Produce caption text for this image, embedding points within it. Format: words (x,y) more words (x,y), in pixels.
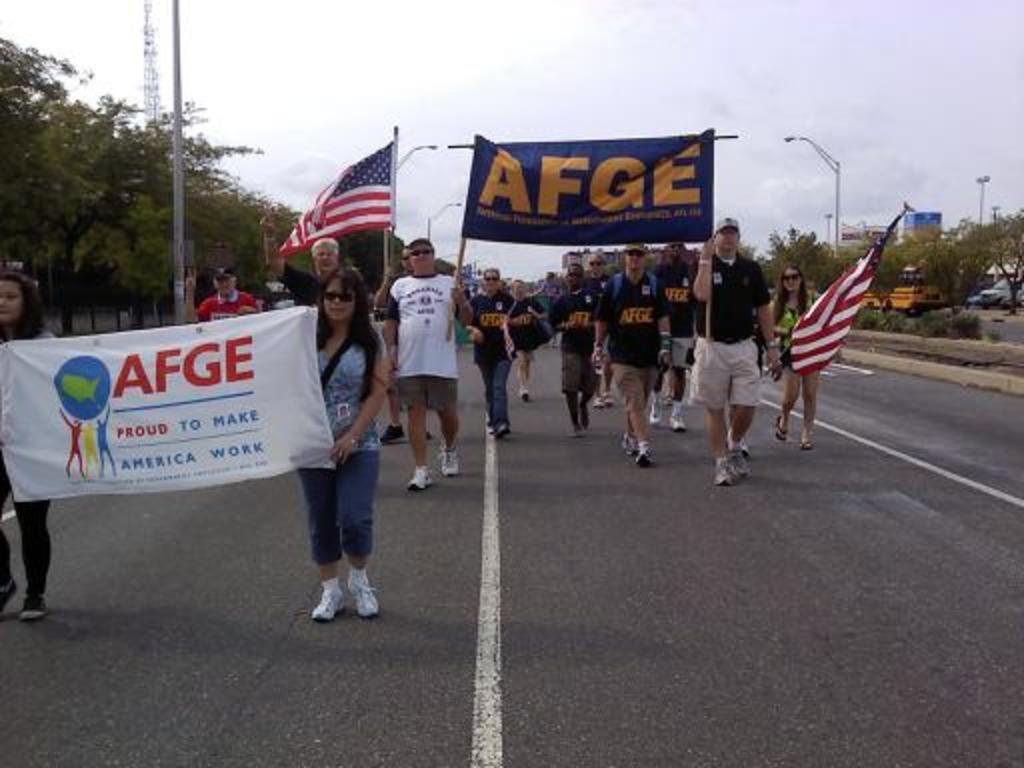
In this picture we can see some people (488,399) are walking on the road (658,485) and they are holding some banners (614,232) and flags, beside the road (844,411) some trees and buildings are placed.
